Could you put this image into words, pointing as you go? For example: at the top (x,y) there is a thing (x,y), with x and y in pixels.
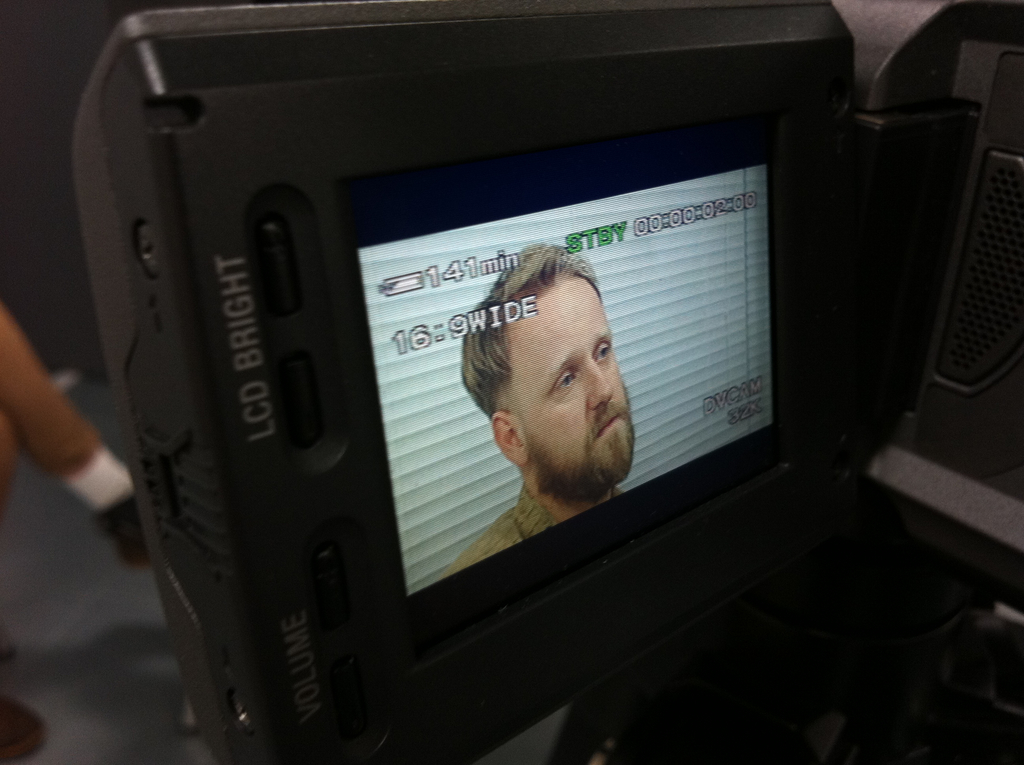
In the center of the picture (467,344) there is a monitor (460,351), in the screen (535,343) there is a person (525,339). The background (70,36) is blurred. On the right (958,334) there is an object (912,417).
